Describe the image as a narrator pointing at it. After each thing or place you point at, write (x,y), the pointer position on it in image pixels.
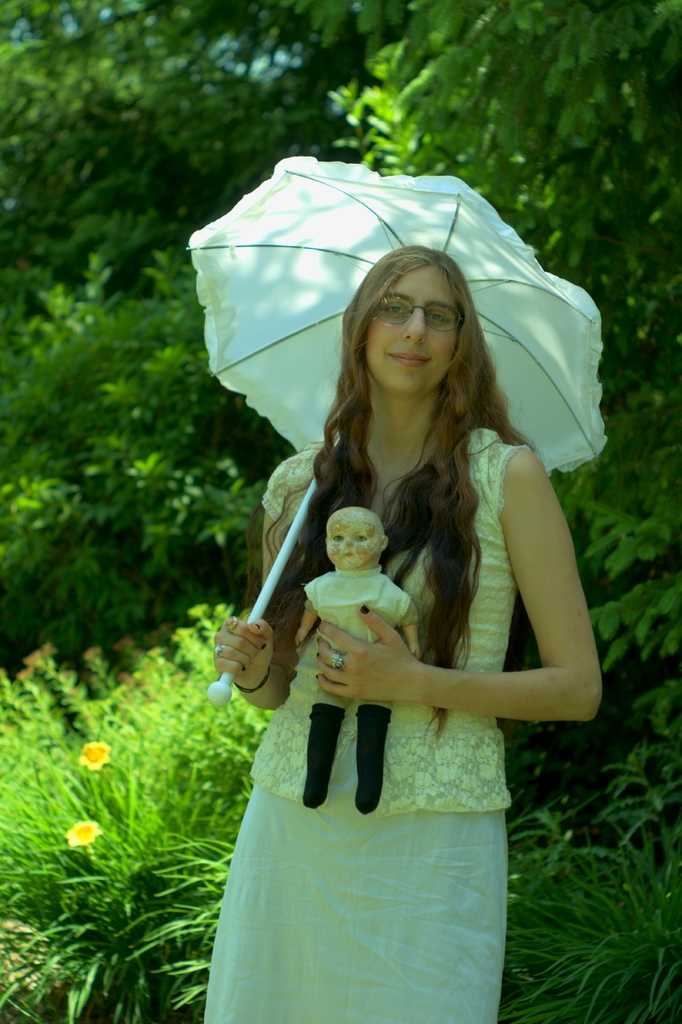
In the background (602,101) we can see the trees (581,103), plants (109,848) and flowers (98,834). In this picture we can see a woman (371,291) wearing spectacles (448,315). She is holding an umbrella (299,409) and a doll (406,635). She is standing and smiling.
